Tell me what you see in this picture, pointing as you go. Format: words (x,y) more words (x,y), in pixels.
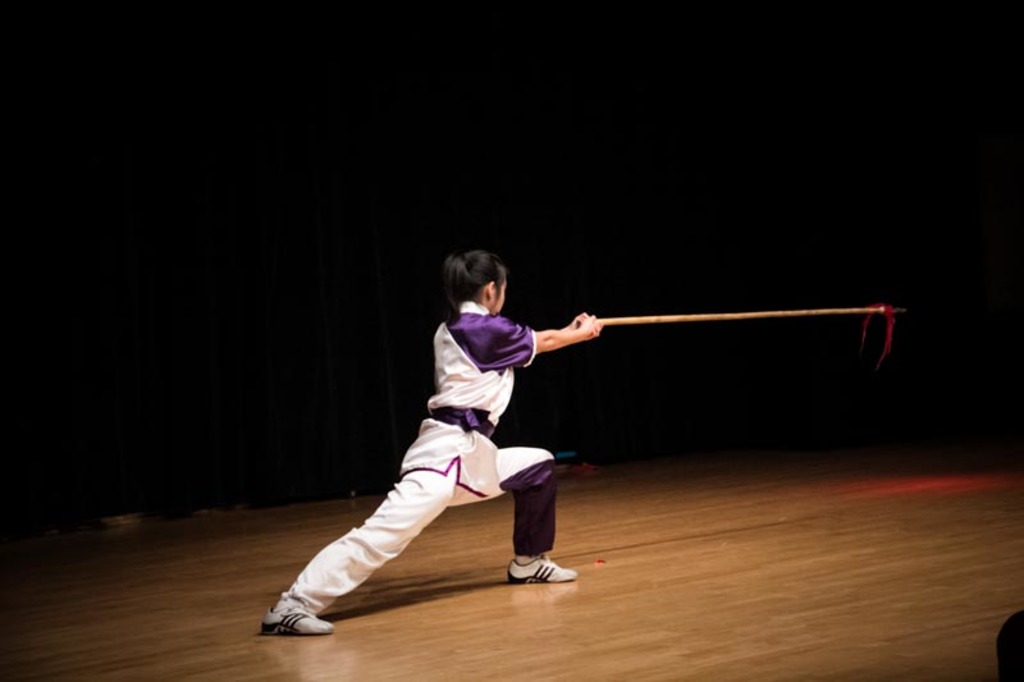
In this picture I can see there is a person (534,459) standing and holding a stick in the hand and the person (491,398) is looking at right side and there is a curtain (726,158) and the backdrop (128,245) is dark and there is a wooden floor (61,570).
